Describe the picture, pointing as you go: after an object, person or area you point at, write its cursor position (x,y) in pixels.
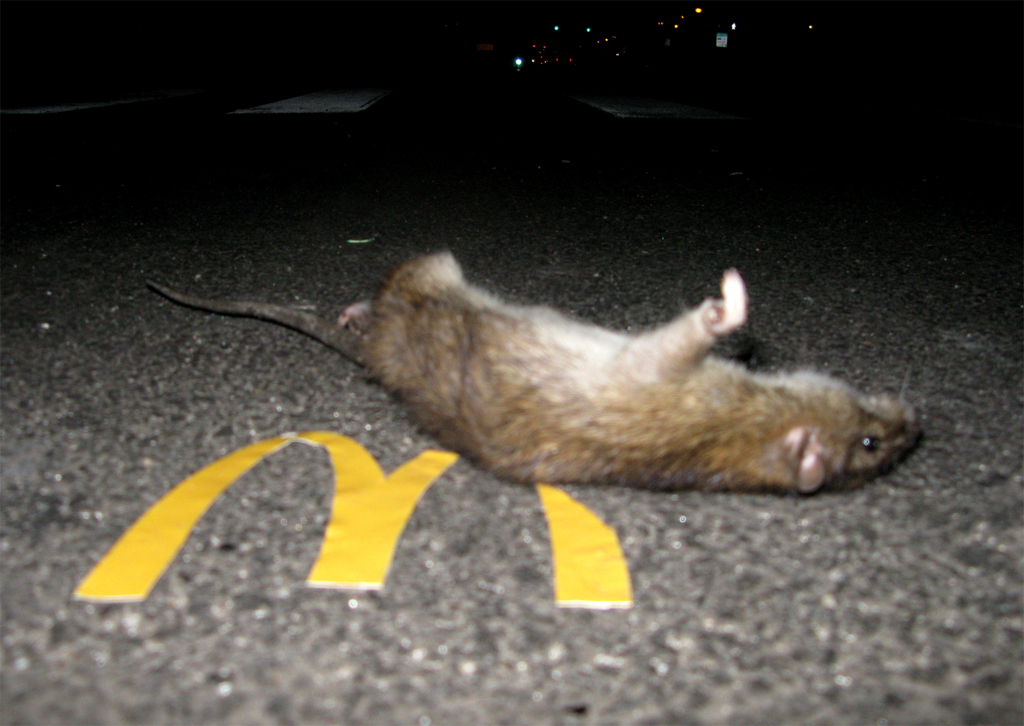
There is a rat (650,374) on the road (674,668). Here we can see lights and there is a dark background (36,67).
